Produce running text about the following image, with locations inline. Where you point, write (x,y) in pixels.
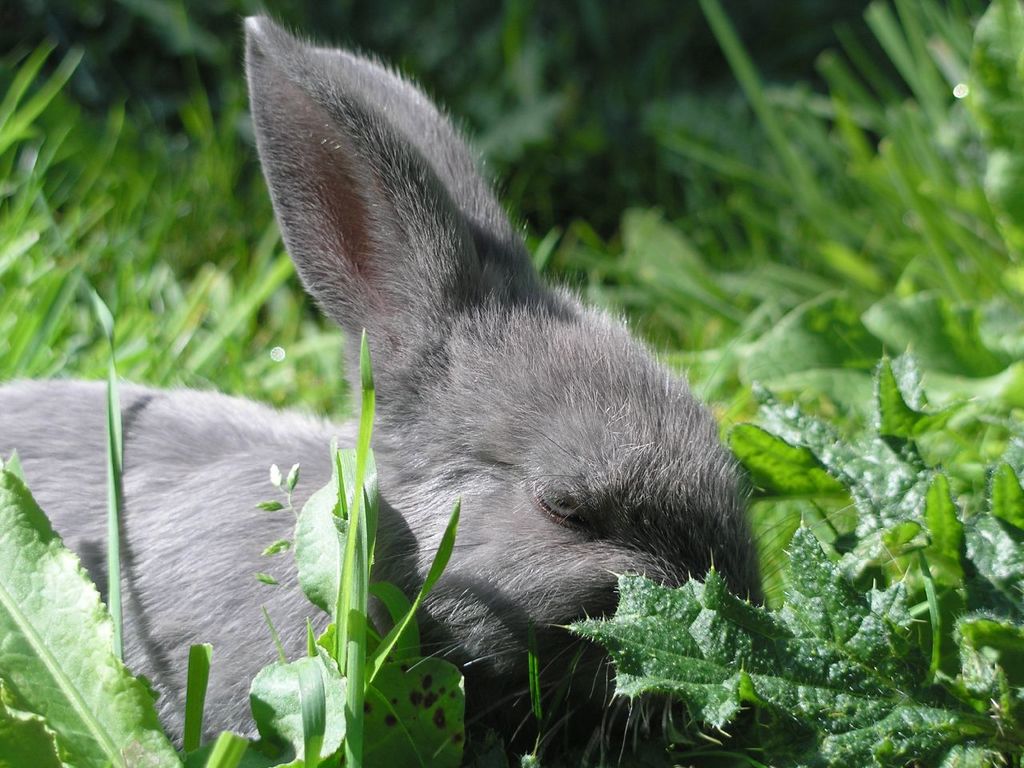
In this picture there is an animal (223,557) sleeping on a greenery ground (932,614) and there are few plants (942,614) in the right corner (959,589).
